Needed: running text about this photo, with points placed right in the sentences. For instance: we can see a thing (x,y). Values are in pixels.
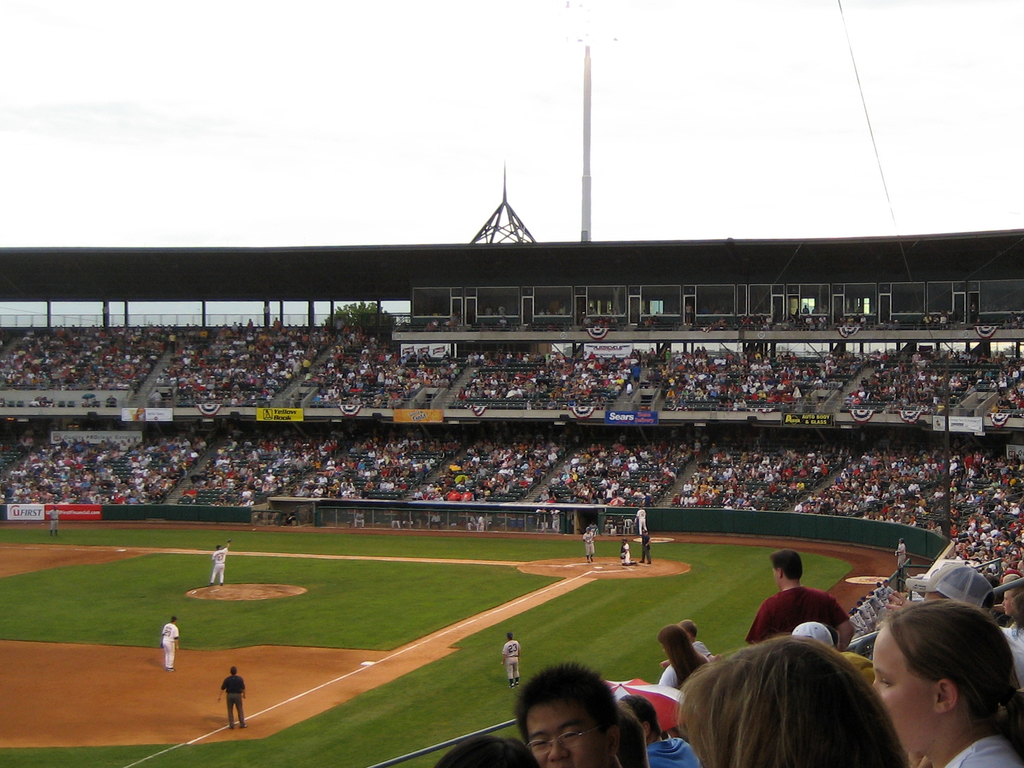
This picture is taken in the stadium (406,559). In this image, on the right side (793,712), we can see a group of people (931,655) sitting on the chair (618,465), we can also see a few people (1015,627) are standing. On the right side (840,394), we can also see a staircase (840,394). In the middle of the image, we can also see a group of people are playing the game. At the top (609,223), we can see a pole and a sky (457,203). At the bottom (369,620), we can see a grass (441,678) and a land (104,705).
